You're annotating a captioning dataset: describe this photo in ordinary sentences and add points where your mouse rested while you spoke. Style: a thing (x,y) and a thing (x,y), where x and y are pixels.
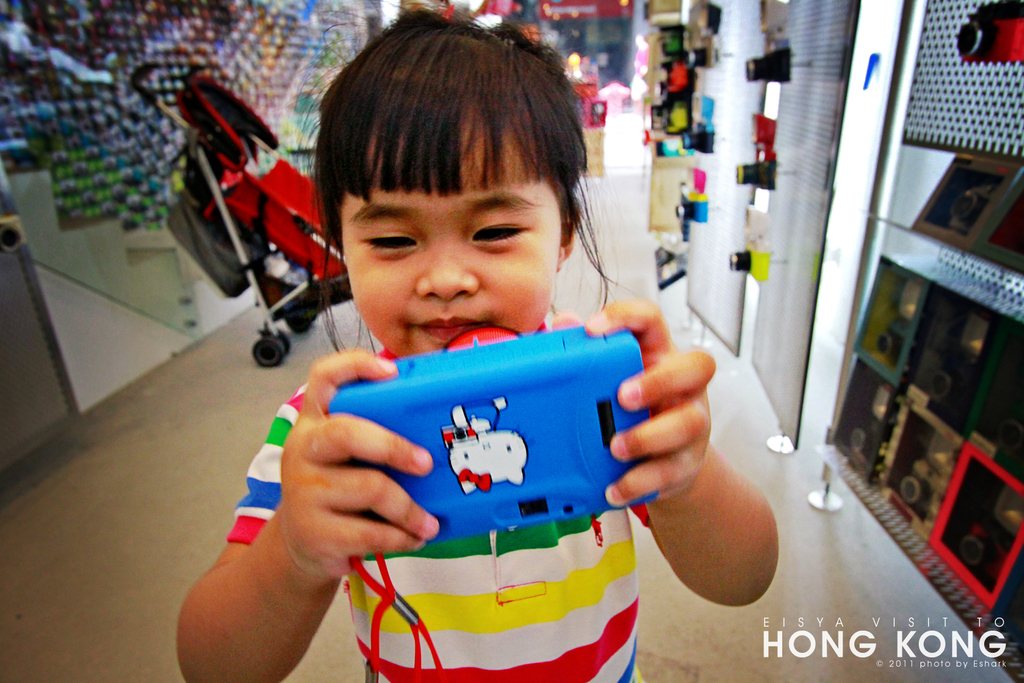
In this picture I can see a child (435,272) who is holding a blue color thing (549,434) and on it I see a sticker (472,449). In the background (212,22) I see the walls (804,79) and on the right side of this picture (960,219) I see number of cameras (763,122) and other things (944,404) and on the bottom right of this image (843,641) I see the watermark (840,629).
